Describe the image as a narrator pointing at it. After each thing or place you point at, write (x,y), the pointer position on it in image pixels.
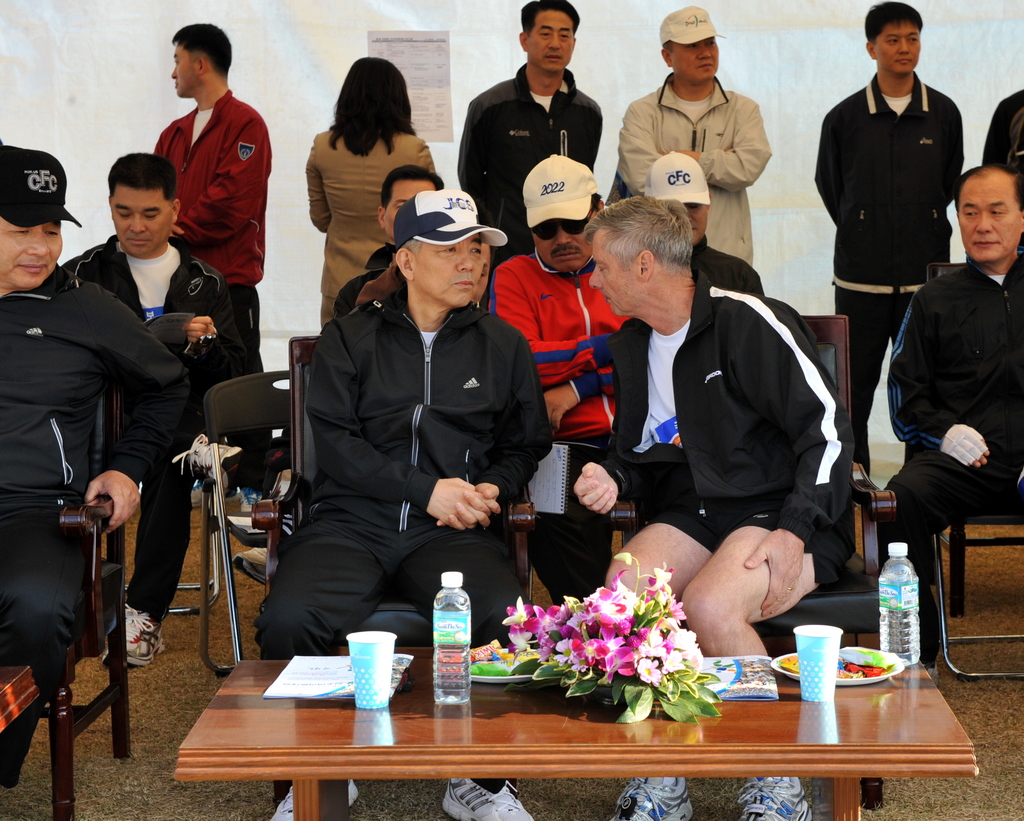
In this image there are glasses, bottles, cards (288,672), food items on the plates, flowers (605,668) on the table (364,741), there are group of people (382,492) standing and sitting on the chairs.
